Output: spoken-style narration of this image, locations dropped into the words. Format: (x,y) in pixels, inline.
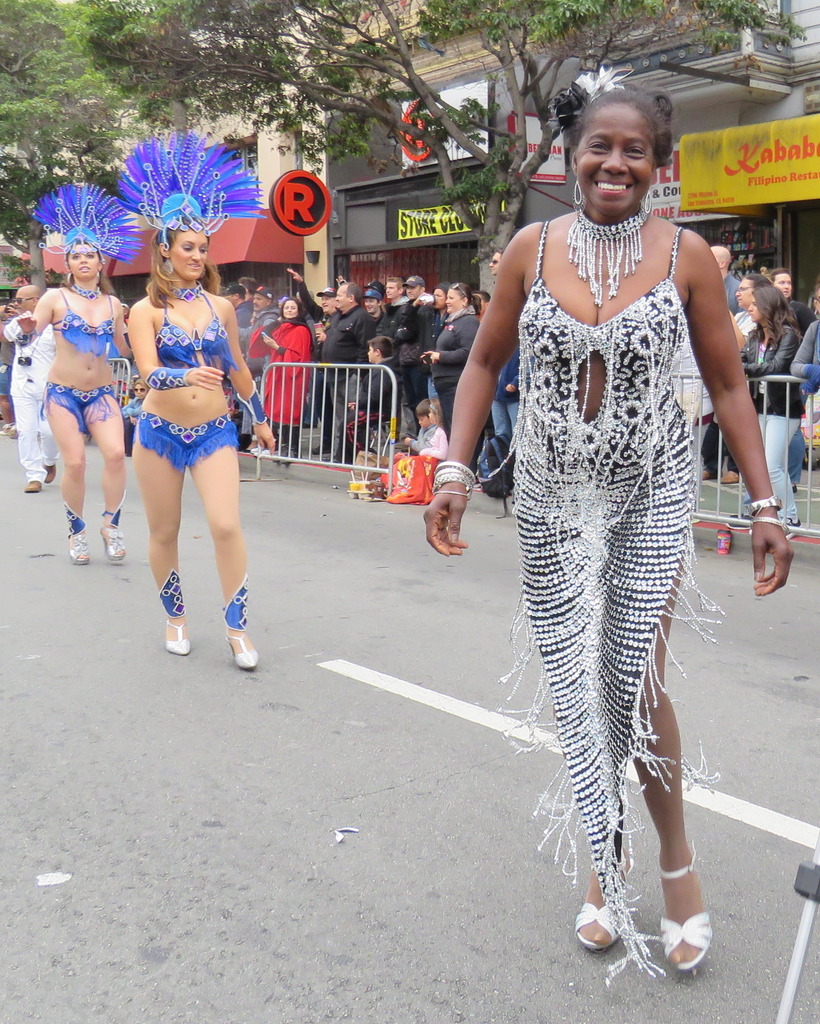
In this image there are women (172,483) wearing costumes (567,577) and walking on a road (316,732), in the background (304,460) there are railings (272,408), behind the railing (260,398) there are people (265,344) standing and there are trees (385,116) and buildings (664,84).
